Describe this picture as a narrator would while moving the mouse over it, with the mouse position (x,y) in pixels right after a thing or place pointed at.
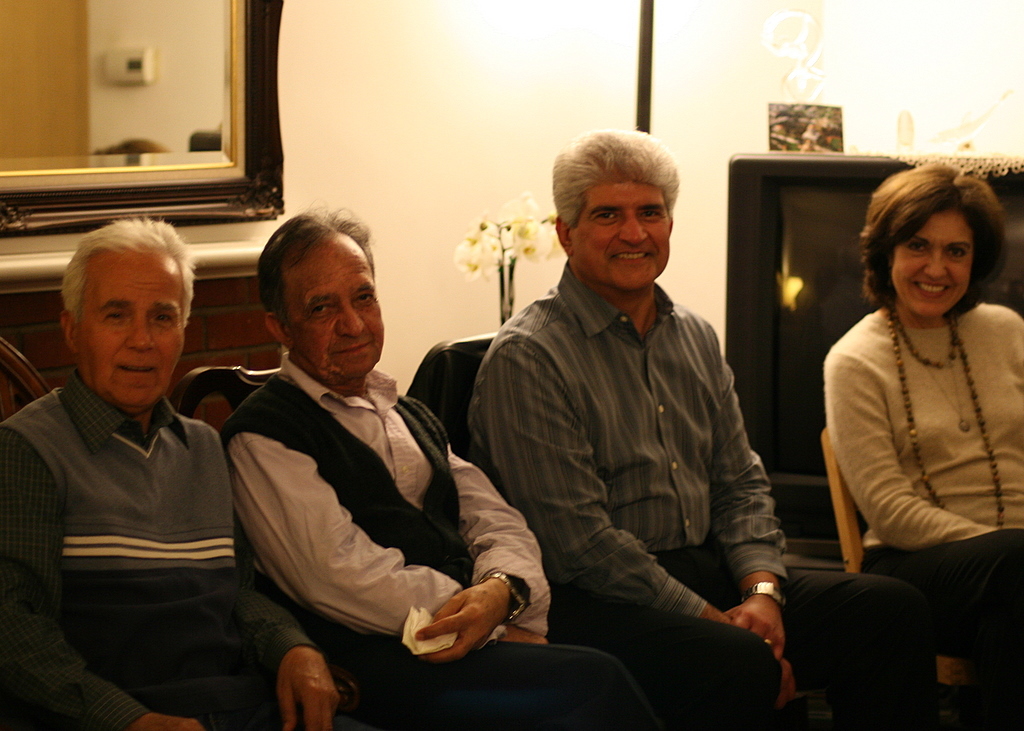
In this image we can see some people (313,415) sitting on the chairs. We can also see a person (468,648) in that holding a handkerchief (418,630). On the backside (493,275) we can see a mirror (130,141), wall (332,181), flowers (460,261), television (799,168) and a photo frame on it.
